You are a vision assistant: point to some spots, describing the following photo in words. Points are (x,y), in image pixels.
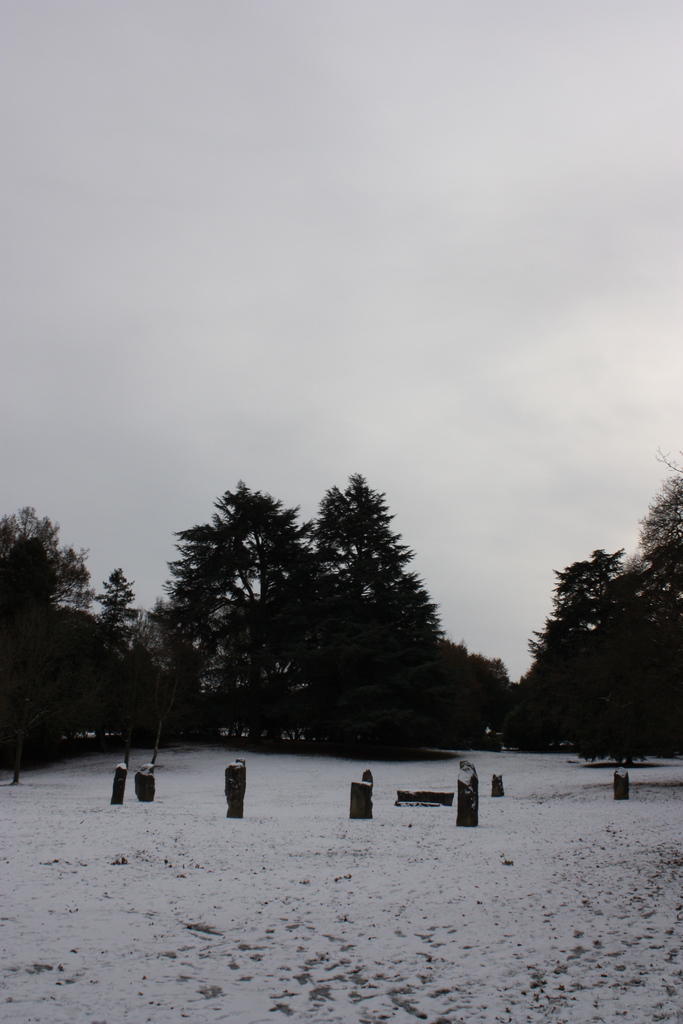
This picture might be taken from outside of the city. In this image, we can see some stones (354,809). In the background (337,611), there are some trees (641,652). On top (306,100) there is a sky (306,110) which is cloudy, at the bottom (589,999) there is a land (462,912) with some ice (326,877).
